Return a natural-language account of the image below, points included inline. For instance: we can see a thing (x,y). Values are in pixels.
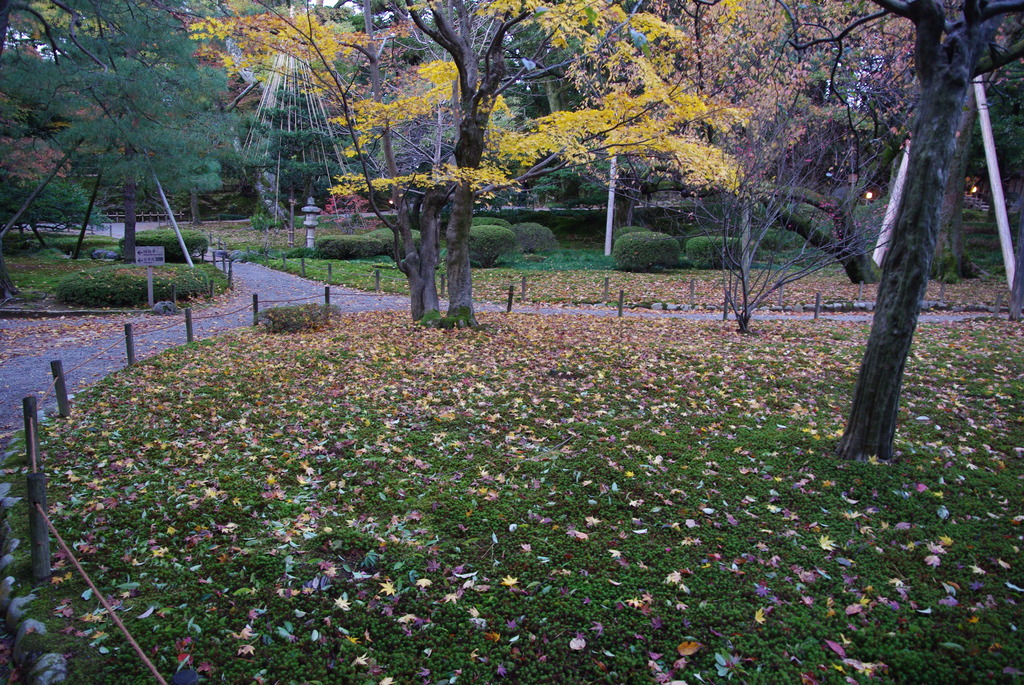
In this image there are trees (404,219). At the bottom (406,522) there is grass (383,538) and we can see fences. On the left (161,256) there is a board (147,255).
